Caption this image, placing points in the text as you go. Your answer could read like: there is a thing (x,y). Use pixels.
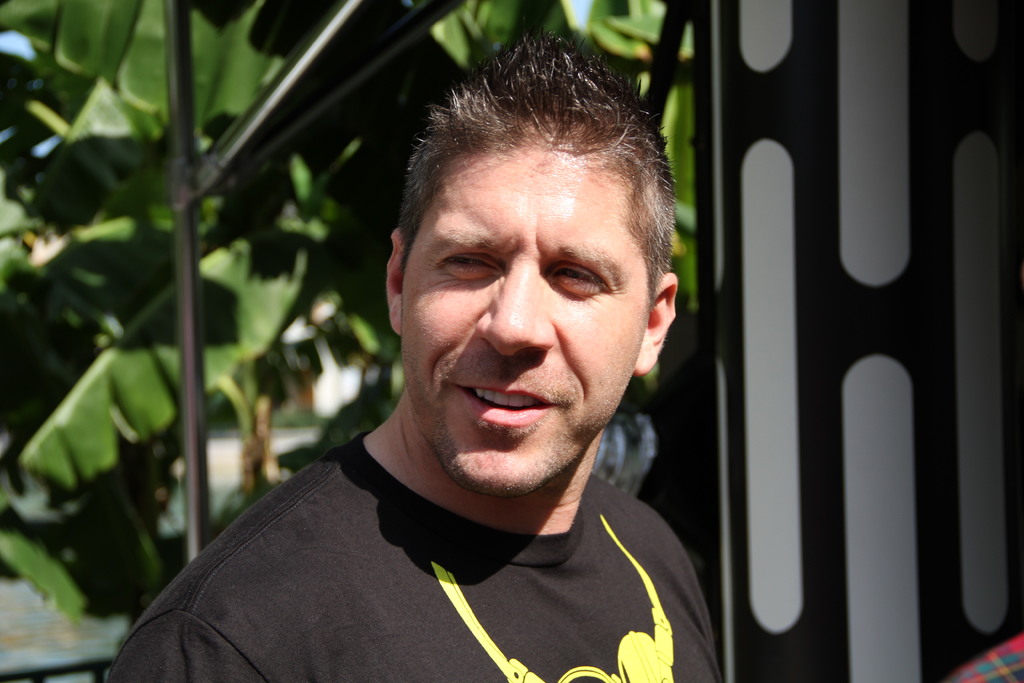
In this image I can see a person (474,423). And in the background (110,199) there are leaves (205,224) and some other objects (868,27).
